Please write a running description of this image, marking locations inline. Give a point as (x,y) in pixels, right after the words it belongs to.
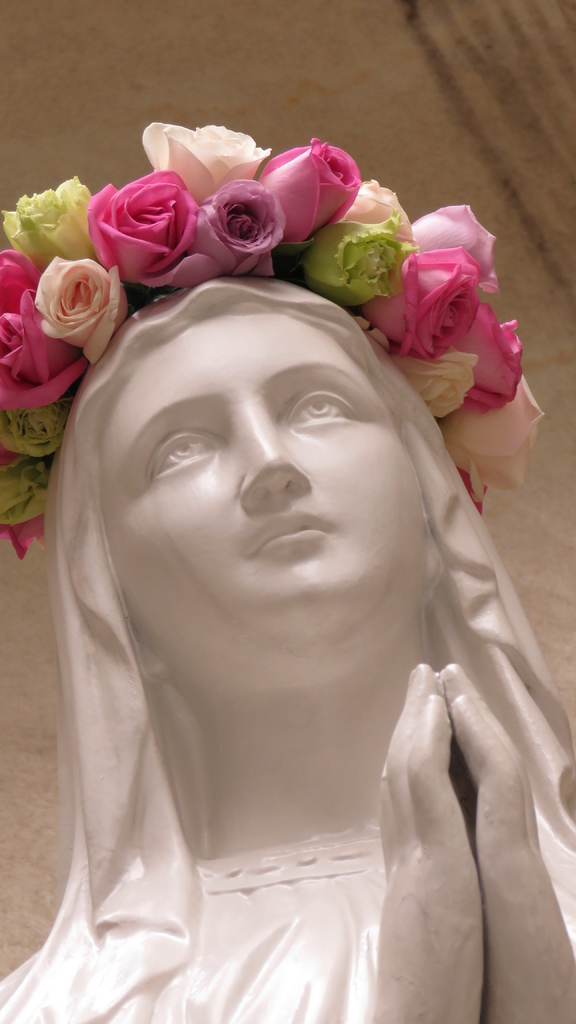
There is a woman's statue (333,423) in white color, wearing flower crown (33,257) and joined both hands (413,819) together. In the background (537,472), there is wall (135,28).
